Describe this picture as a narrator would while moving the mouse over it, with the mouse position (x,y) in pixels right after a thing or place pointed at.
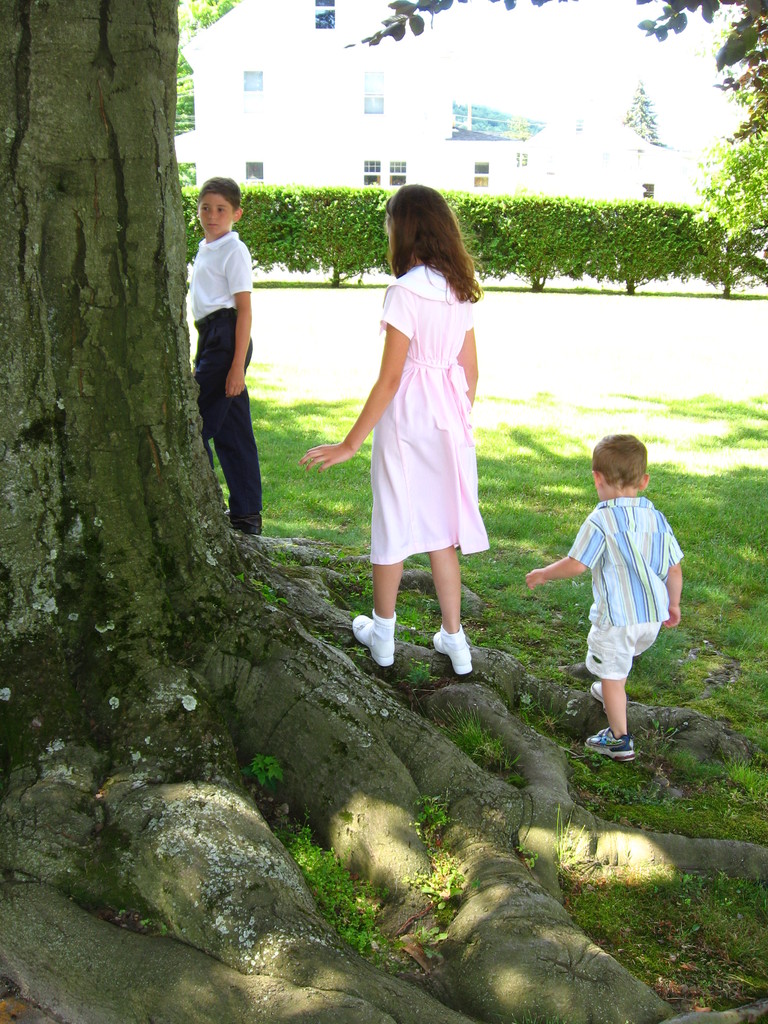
In this image in the foreground (318,990) there is a tree (114,191) and near the tree (148,231) there are three children (249,454).
